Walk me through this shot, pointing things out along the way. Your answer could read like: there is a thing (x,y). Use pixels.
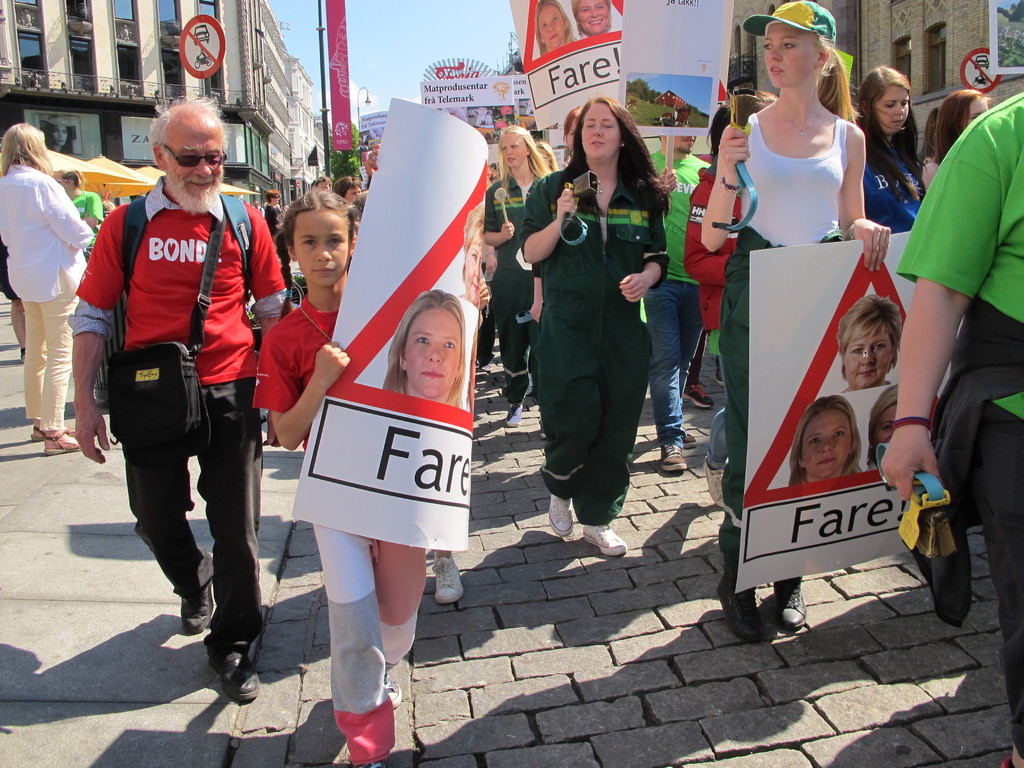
In this image we can see a group of people (536,177) standing on the ground (532,466). One person (230,325) is wearing a red t shirt (222,285) and spectacles (214,162) is carrying a bag (207,274). One girl (318,379) is holding a card (466,316) in her hand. In the background (208,32), we can see some sign boards (208,52) with some text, a group of buildings (936,75) and the sky (443,45).
